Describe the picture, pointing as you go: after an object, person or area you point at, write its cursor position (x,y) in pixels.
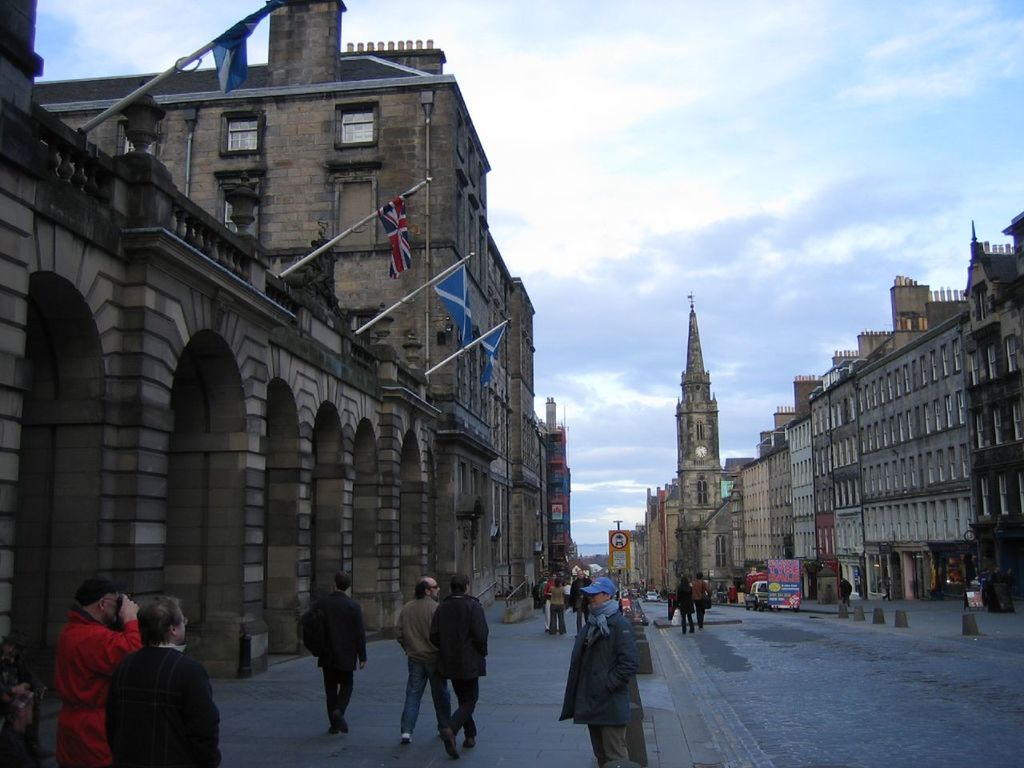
This is an outside view. At the bottom (328,672) there are many people (445,647) walking on the road (570,616). On both sides of the road (539,634), I can see the buildings (882,489). On the left side (229,59) there are some flags (218,48) on the building (160,317). At the top of the image (673,132) I can see the sky (734,199) and clouds (744,256).
